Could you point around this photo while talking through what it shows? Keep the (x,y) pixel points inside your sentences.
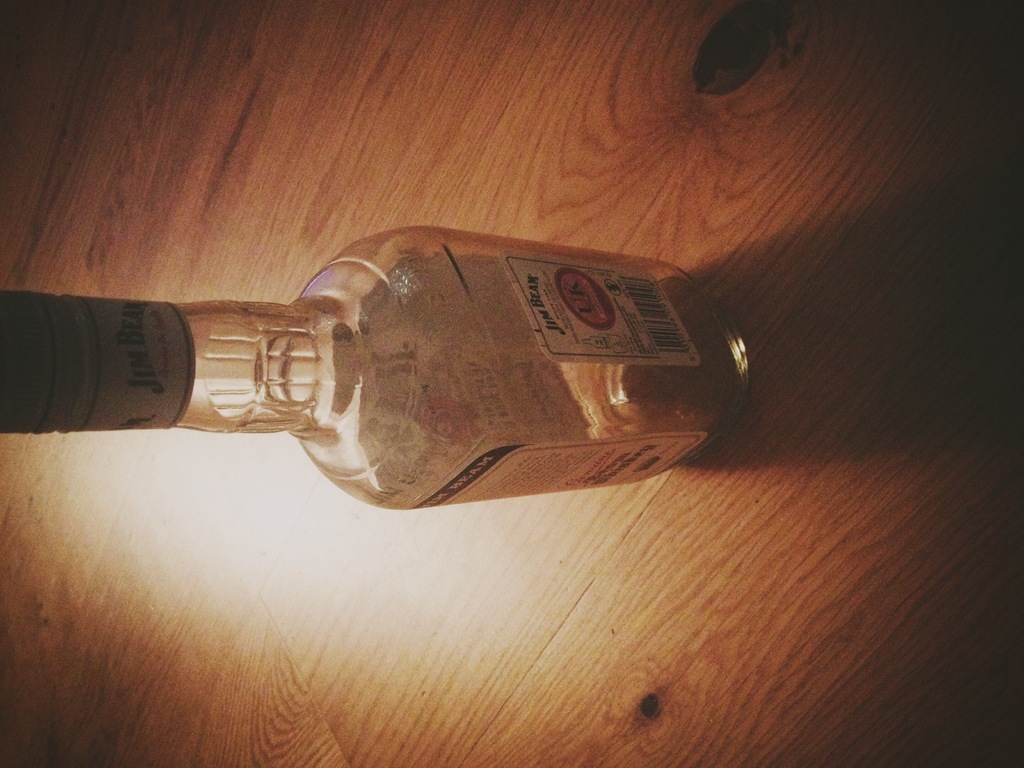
This picture contains a glass bottle (478,335) with sticker (587,280) pasted on it is placed on the brown table (432,593).
